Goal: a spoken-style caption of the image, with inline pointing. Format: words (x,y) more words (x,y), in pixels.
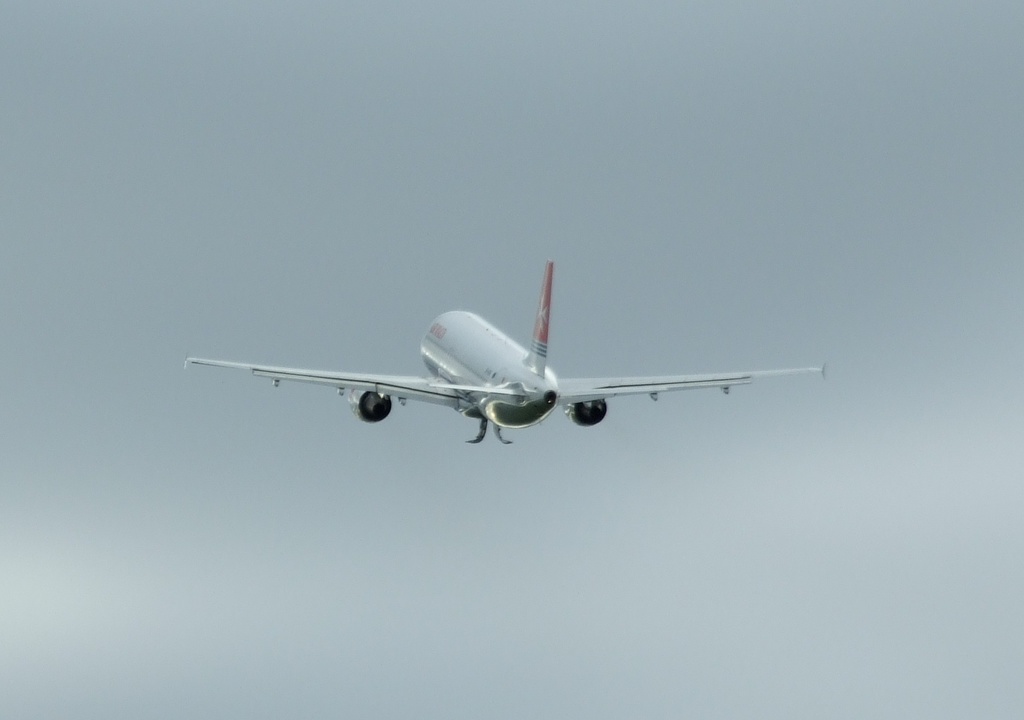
In the middle of the picture (548,309) we can see an airplane (593,397) flying in sky (256,397). In this picture there are clouds (198,408).
